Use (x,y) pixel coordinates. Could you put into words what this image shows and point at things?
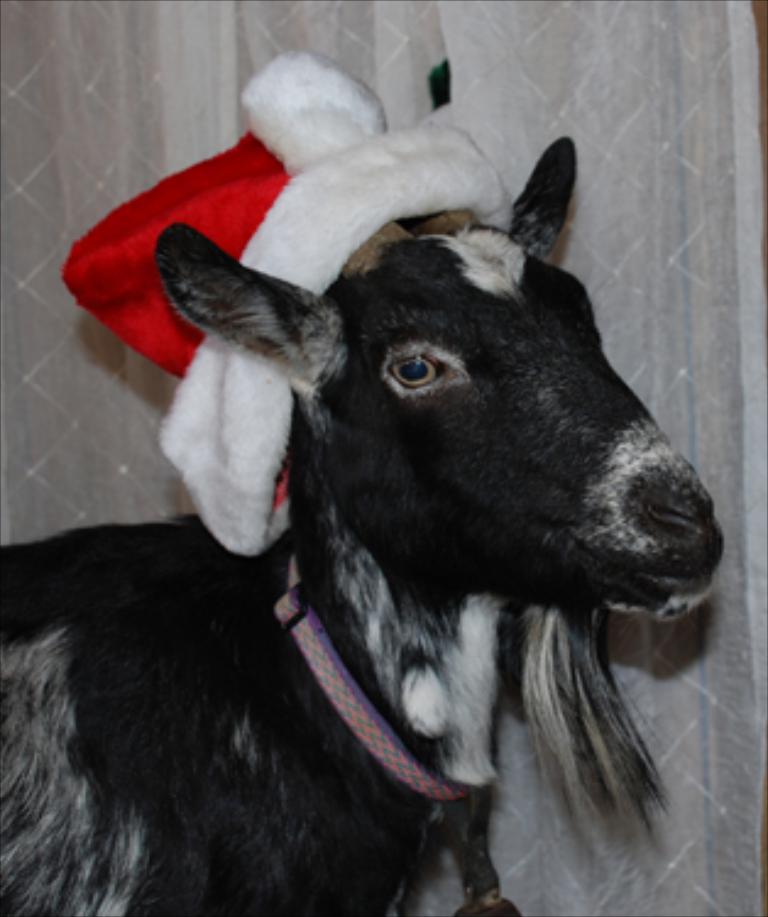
In this image, I can see a goat (210,864) with a Christmas hat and a belt (298,609) around its neck (407,665). In the background (621,67), It looks like a curtain (665,312) hanging, which is white in color.
